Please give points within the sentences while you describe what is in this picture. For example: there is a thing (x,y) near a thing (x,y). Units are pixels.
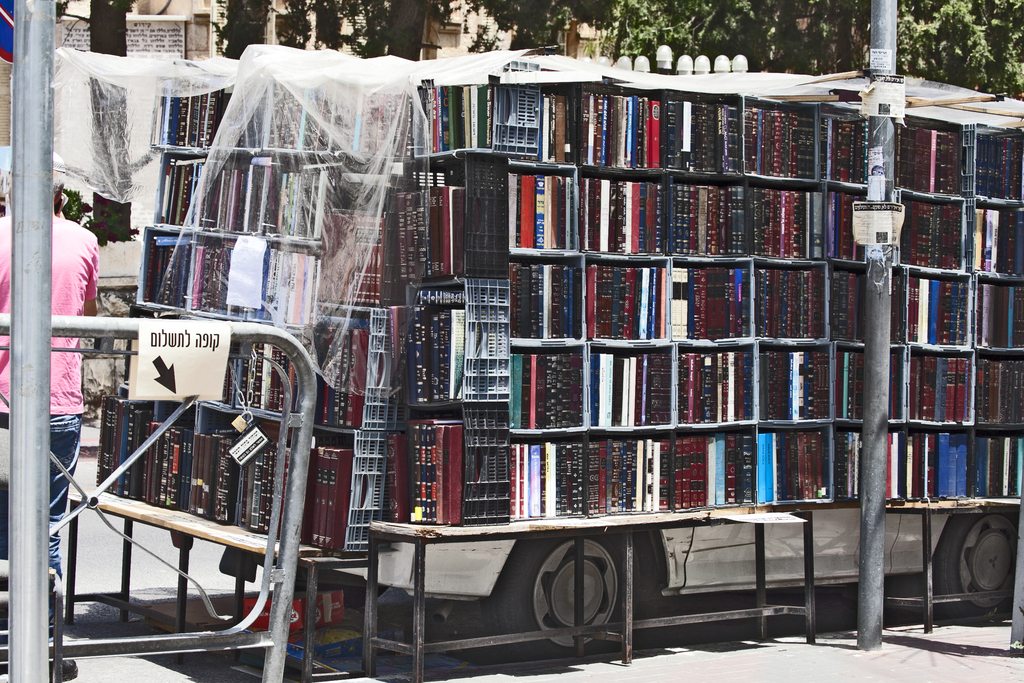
In the picture we can see some books (721,246) which are arranged in a vehicle (607,554), on left side of the picture (75,377) there is a person (57,368) wearing pink color T-shirt (70,286) standing and in the background of the picture (152,48) there are some trees (94,22), houses (206,26).
